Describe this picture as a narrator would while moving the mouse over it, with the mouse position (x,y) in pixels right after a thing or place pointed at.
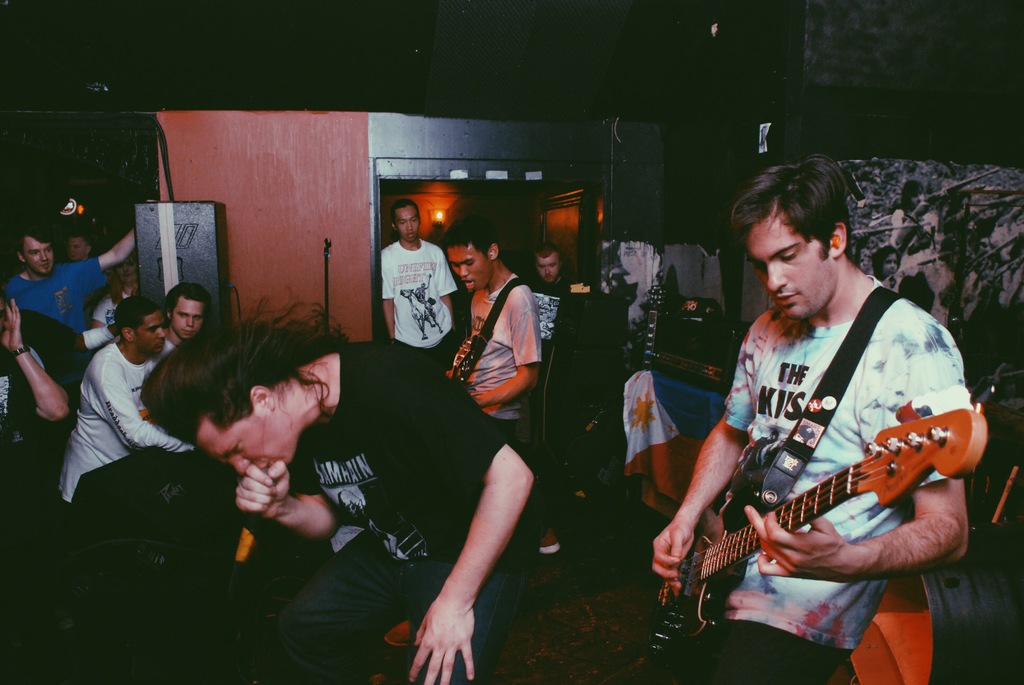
In this picture we can see two men (748,360) playing guitars (902,442) on the platform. We can see this man (263,476) holding a mike (251,529) in his hand (255,480) and singing. We can see all the persons (147,321) staring to these performers (853,415). This is a light (437,217).
